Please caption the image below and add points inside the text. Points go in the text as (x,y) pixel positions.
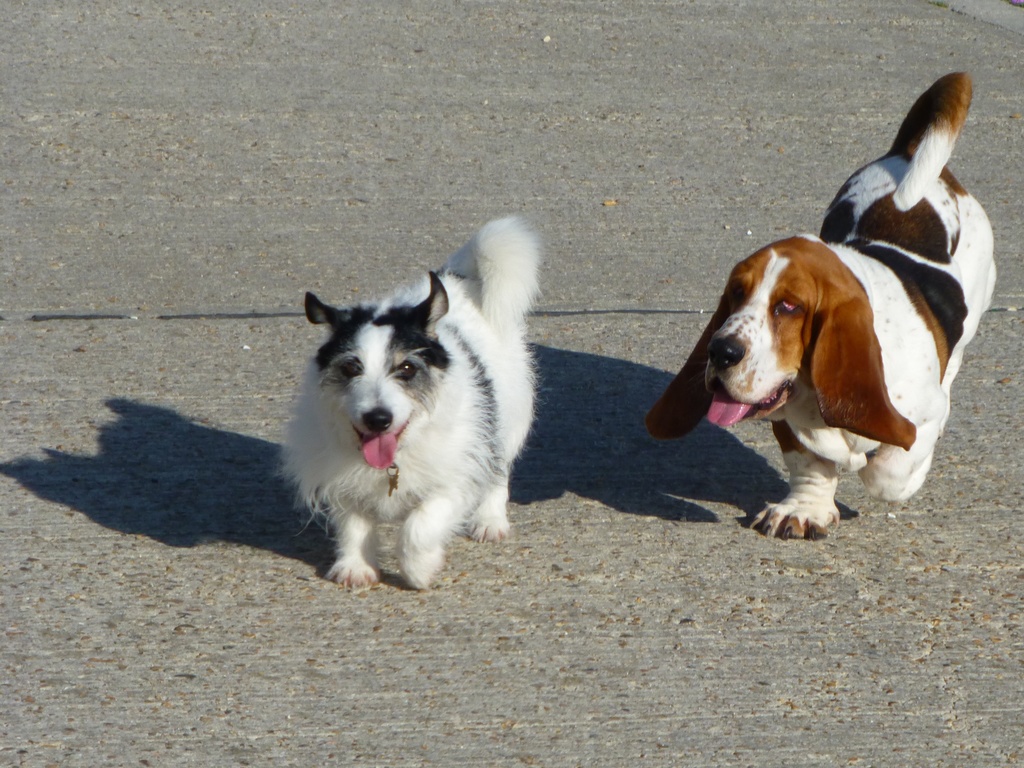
In this image I can see two dogs (345,467) on the road (611,477).
